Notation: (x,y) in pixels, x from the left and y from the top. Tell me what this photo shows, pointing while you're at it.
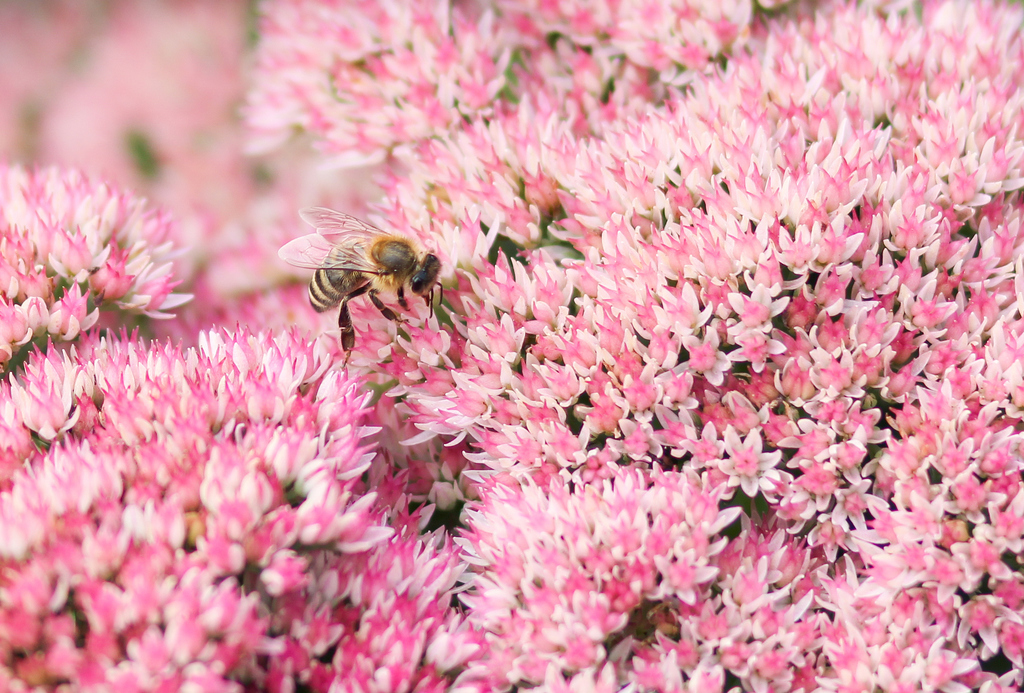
In this picture there is a bee (399,256) on the flowers (201,406) in the image and there are flowers (453,194) around the area of the image.
